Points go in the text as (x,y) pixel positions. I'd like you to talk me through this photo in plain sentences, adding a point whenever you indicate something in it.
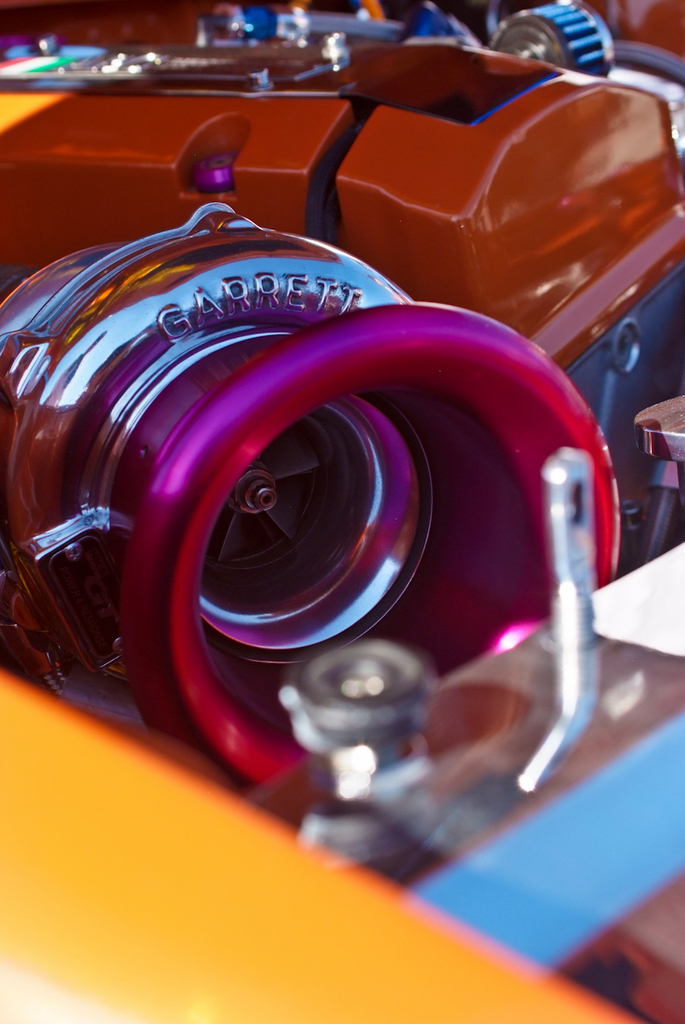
In this picture we can see metal objects (153,357) and in the background (115,21) it is blurry.
